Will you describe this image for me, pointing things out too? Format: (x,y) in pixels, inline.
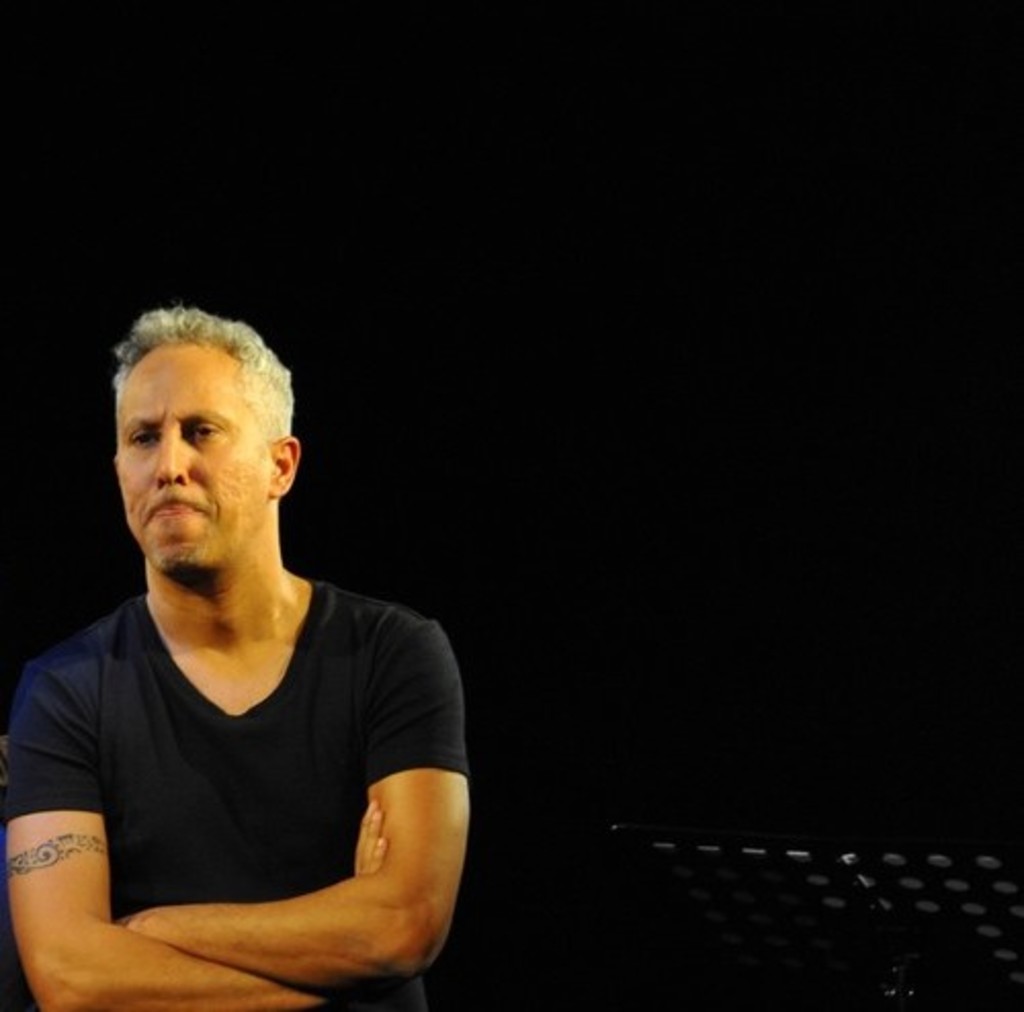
In this image there is a man (184,749) standing. There is a tattoo (45,853) on his arm (99,844). Behind him it is dark.
